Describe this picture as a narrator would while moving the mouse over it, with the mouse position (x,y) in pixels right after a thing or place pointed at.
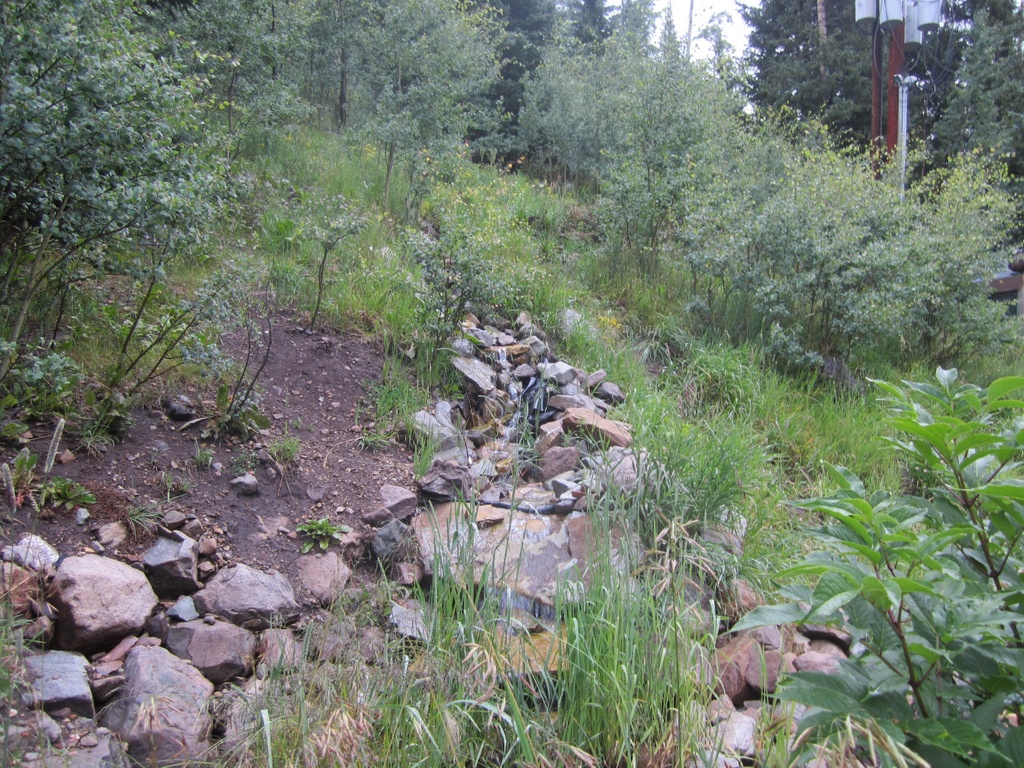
In this image I can see the rocks (219,668). Around the rocks (250,607) I can see many trees (362,136) and plants (425,262). In the background (703,41) I can see the pole (901,88) and the white sky (703,11).
